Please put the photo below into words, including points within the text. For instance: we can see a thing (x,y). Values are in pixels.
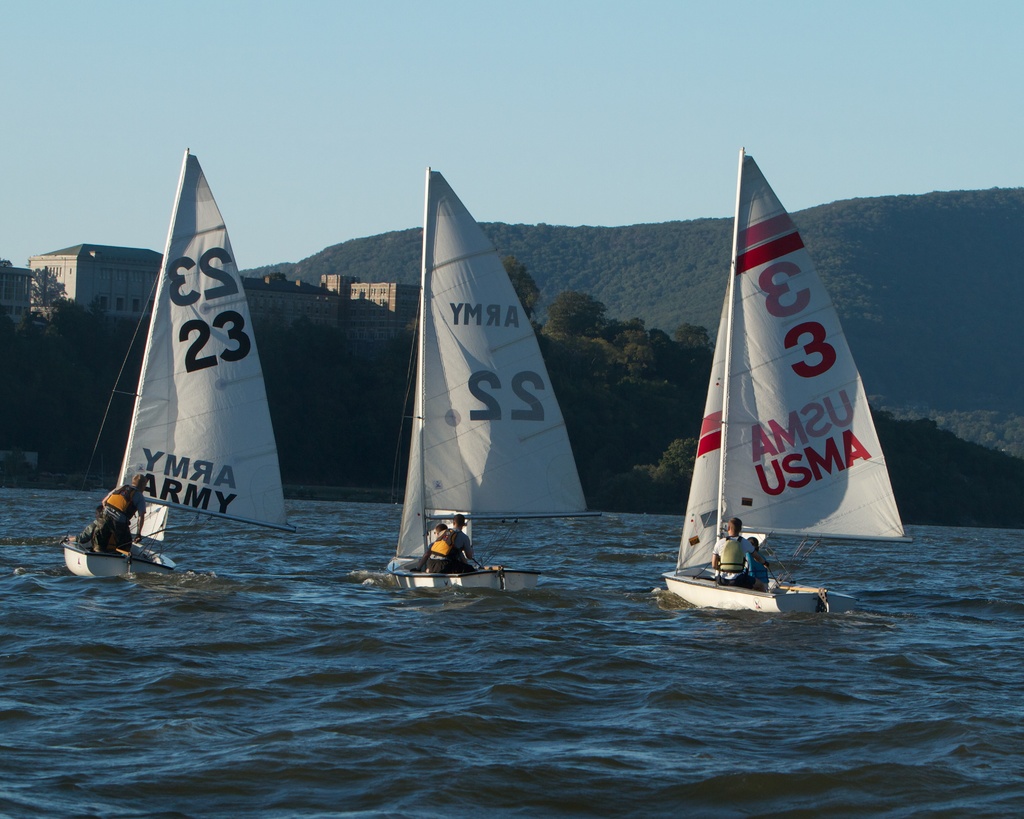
There are three sailboats (701,506) on the water (337,647). I can see few people (459,540) sitting in the boats (444,577). In the background (134,359), I can see the buildings (96,277) and the trees (376,366). These look like the mountains (893,233). Here is the sky (465,100).
